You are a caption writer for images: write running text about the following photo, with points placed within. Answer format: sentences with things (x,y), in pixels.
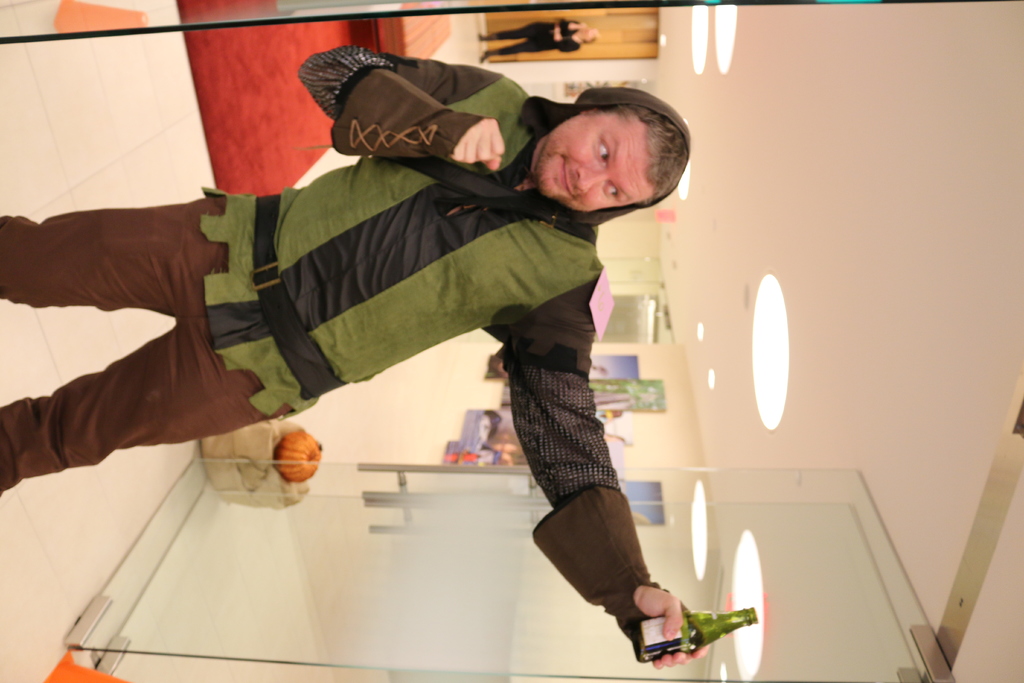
This person (231,240) standing and holding bottle (650,648). This is floor (108,568). This is glass door (834,603). On the top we can see lights (761,401). Afar there is a person (561,40) standing.
